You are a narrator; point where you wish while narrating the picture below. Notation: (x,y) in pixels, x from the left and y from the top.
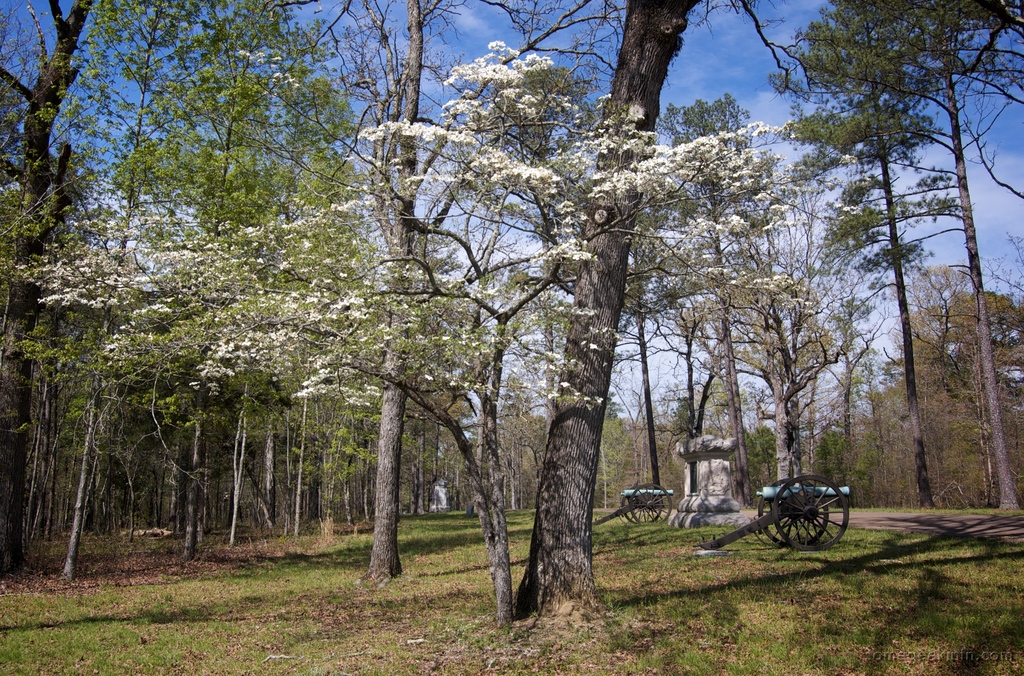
In this image we can see many trees (629,462). We can also see the carts (792,489), grass (695,573), path (994,532) and also a concrete structure (703,477). Sky (342,20) is also visible with the clouds (984,206).
